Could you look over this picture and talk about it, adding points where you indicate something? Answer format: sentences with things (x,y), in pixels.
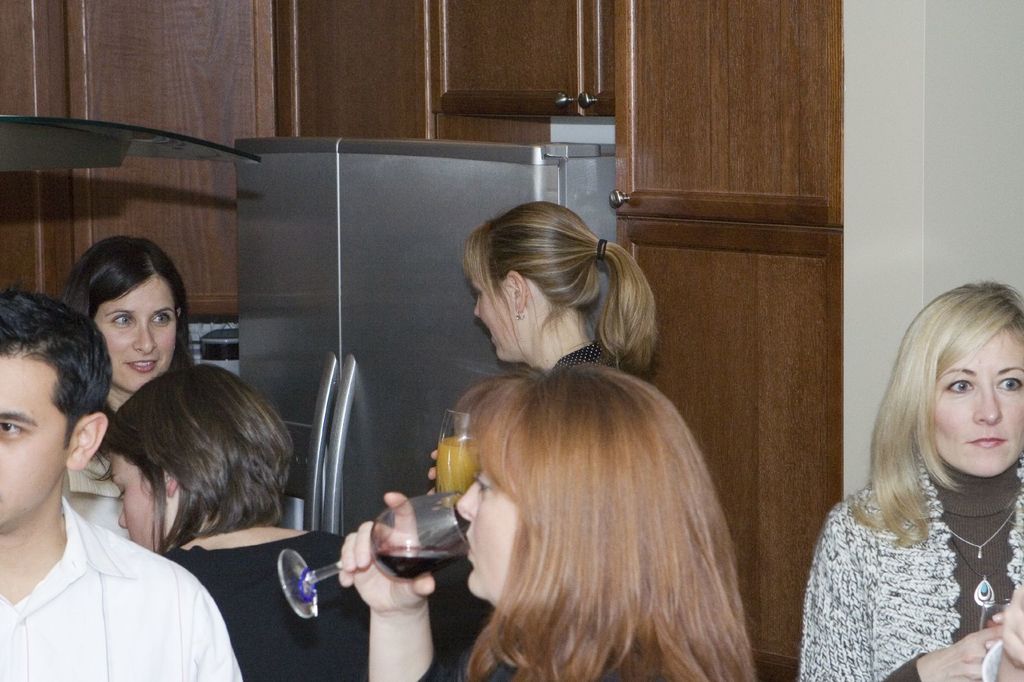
There is a group of a people (690,442). In the center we have a woman (690,442). she is drinking a wine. In background (742,340) we can see cupboard (718,320).
